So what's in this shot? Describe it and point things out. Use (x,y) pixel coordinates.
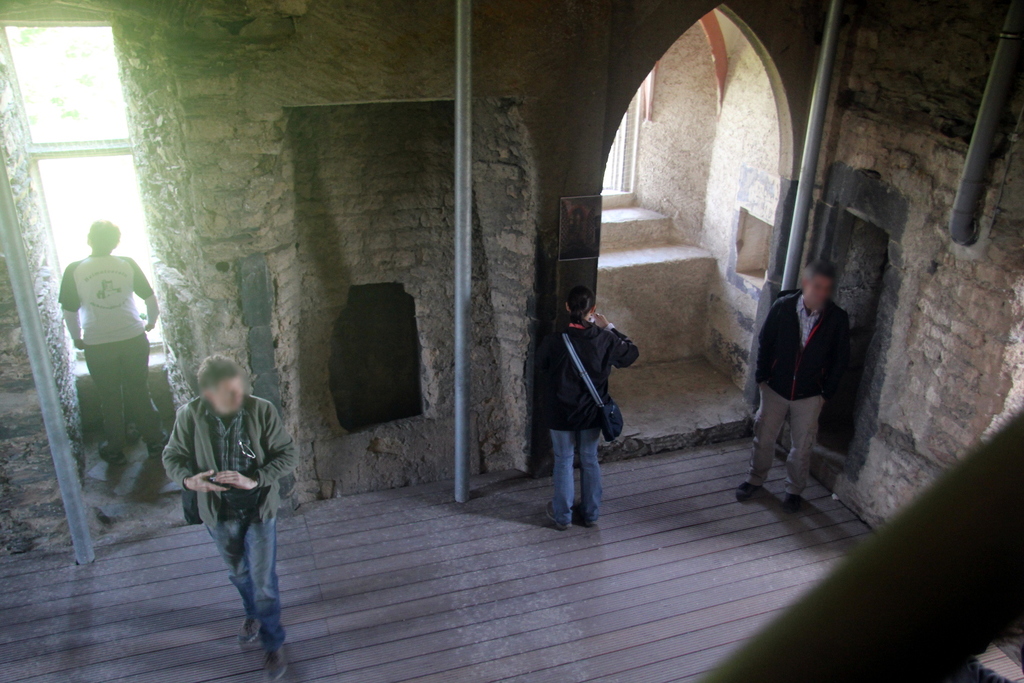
The image is taken inside a building (182,386). There are four persons (783,359) inside the building (296,476). The person (106,305) is standing in front of a door (93,207). Here there is a window like structure (627,194). These are small shelves (676,265). these are poles (994,76). The building (849,100) is looking like an old building (343,254).
